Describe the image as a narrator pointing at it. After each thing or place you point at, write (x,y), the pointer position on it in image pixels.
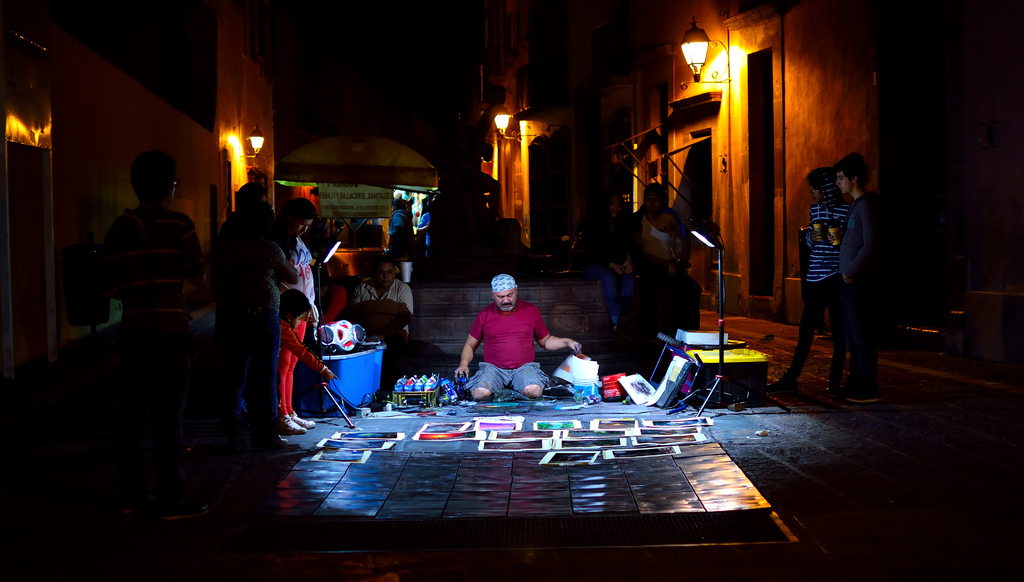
In the middle (573,345) a man (495,377) is sitting on the floor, on the left side (172,213) few persons (222,287) are standing and observing the things (578,390) in the middle of an image (584,375). There are lights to the walls (636,101) in this image.
